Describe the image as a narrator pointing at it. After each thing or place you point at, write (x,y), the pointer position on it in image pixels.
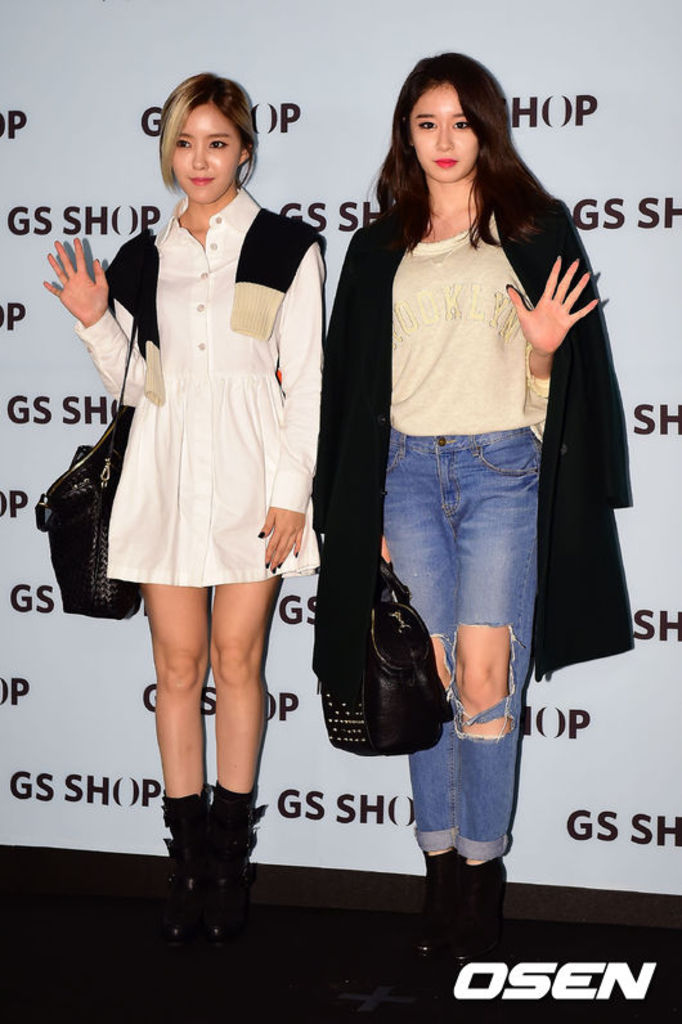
In this image i can see two women (247,471) standing and holding a bag (102,539), at the back ground (327,124) i can see a board (316,126).
